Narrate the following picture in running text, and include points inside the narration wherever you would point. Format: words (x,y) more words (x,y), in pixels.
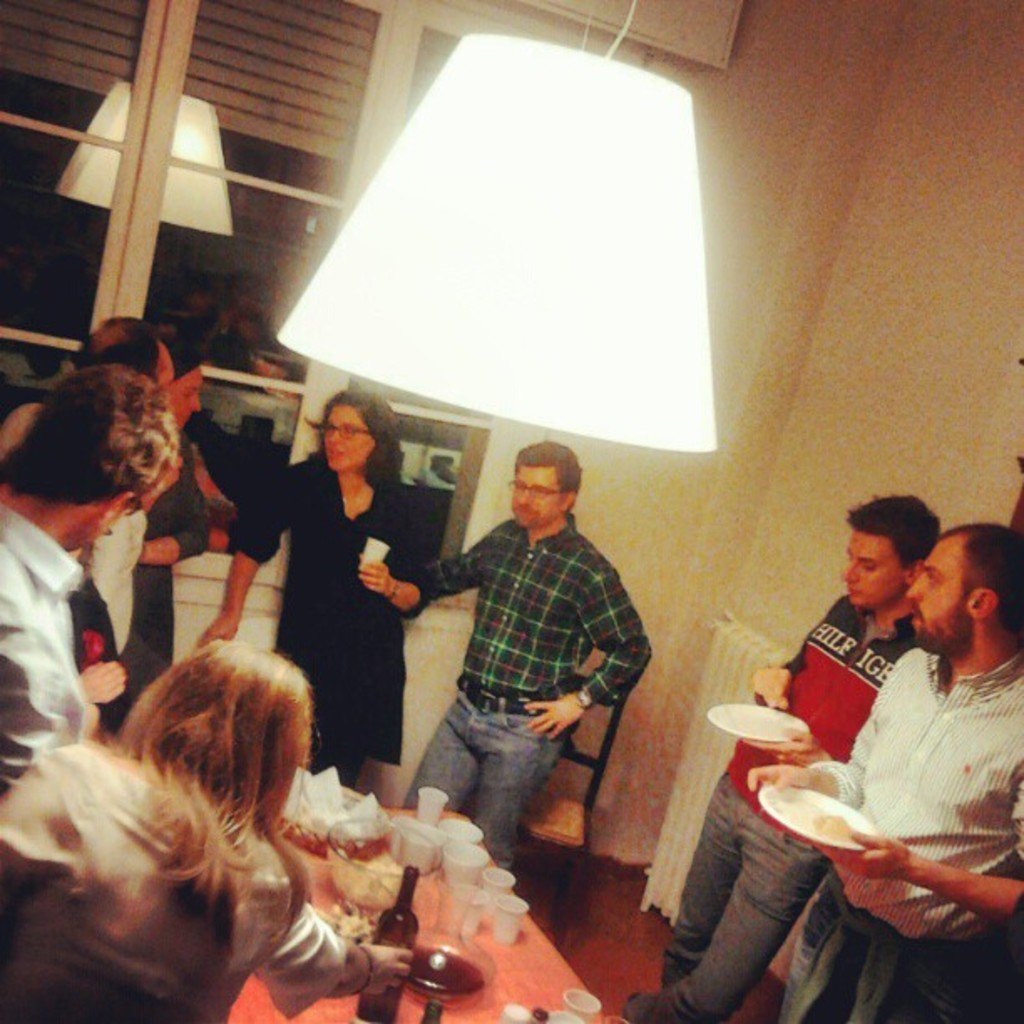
In this image we can see the people (522,632) standing on the floor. We can see a woman (406,567) holding the glass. We can also see the chair (537,805) and also the table (558,987). On the table (498,1021) we can see a bottle (388,992), glasses (417,831) and also the bowls (352,860) of food items (363,916). We can also see the window (174,297), wall (1018,103) and also a lamp (520,233) hangs from the ceiling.
